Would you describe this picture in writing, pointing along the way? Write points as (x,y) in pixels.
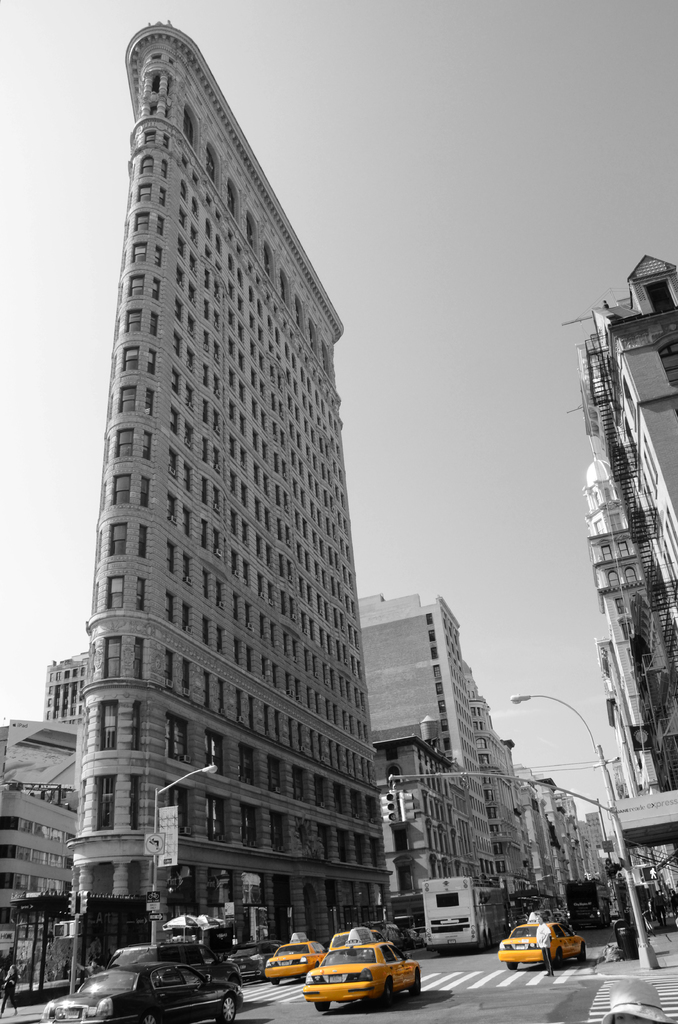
In the image there are many cars (223,981) going on the road (521,968) with buildings (629,635) on either side of it and above it is sky (414,163), this is a black and white picture with yellow taxis (336,962).
